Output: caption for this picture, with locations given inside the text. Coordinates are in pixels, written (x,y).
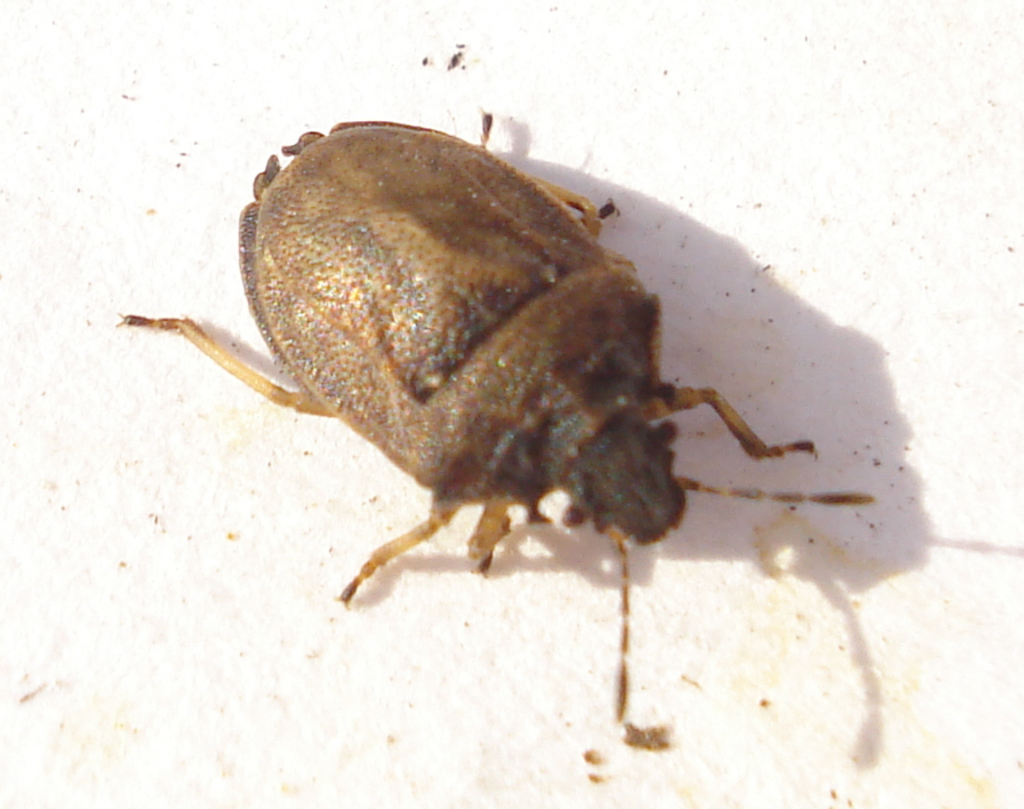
In this picture we can see an insect (367,236) on a white surface (82,350).
